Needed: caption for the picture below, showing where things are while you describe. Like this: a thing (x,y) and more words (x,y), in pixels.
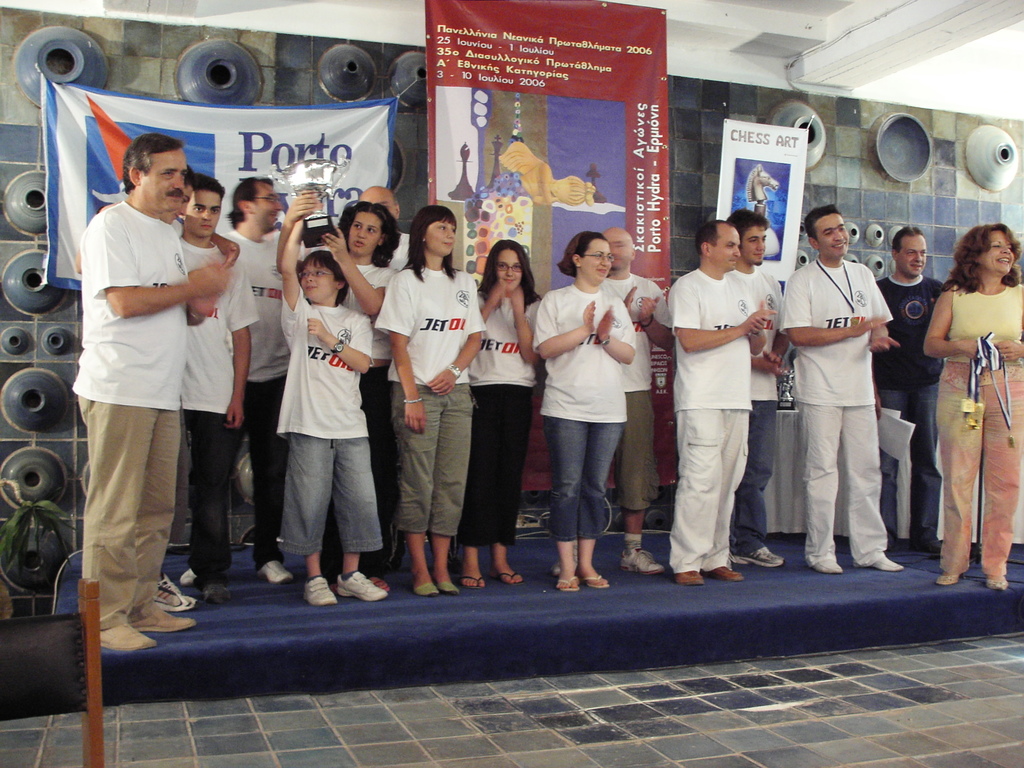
In this image in the center (504,428) there are a group of people (594,363) who are standing and one person (321,278) is holding a cup (314,215), in the background (363,97) there are some posters (498,152) and wall (37,160). At the bottom (576,726) there is floor (480,686).
